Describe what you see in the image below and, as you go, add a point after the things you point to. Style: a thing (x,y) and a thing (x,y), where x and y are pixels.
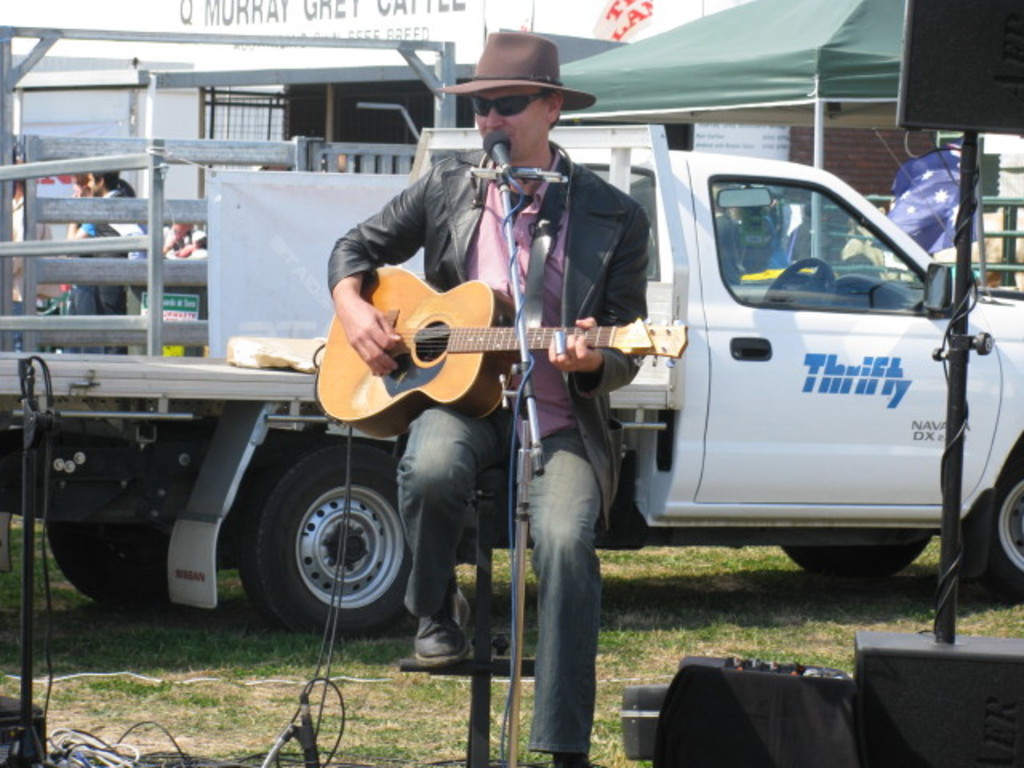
In this image i can see a person (504,269) sitting and holding a guitar (347,391), there is a microphone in front of him. In the background (736,335) i can see a vehicle (736,335) and few people (94,303) standing.
